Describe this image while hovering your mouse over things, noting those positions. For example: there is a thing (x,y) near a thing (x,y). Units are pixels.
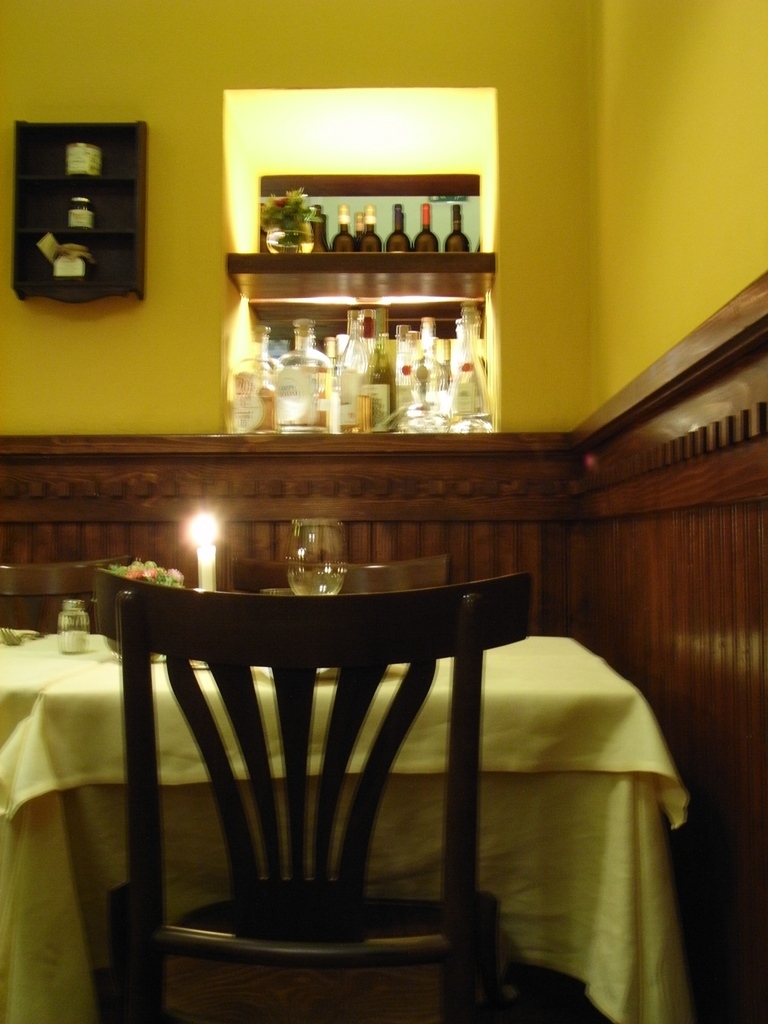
In this image I can see a table (499,679), on the table (588,729) I can see a glass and I can see a cloth (435,683) and I can see a chair (231,602) kept in front of the table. And I can see a wall (424,31) visible at the top (504,172).
